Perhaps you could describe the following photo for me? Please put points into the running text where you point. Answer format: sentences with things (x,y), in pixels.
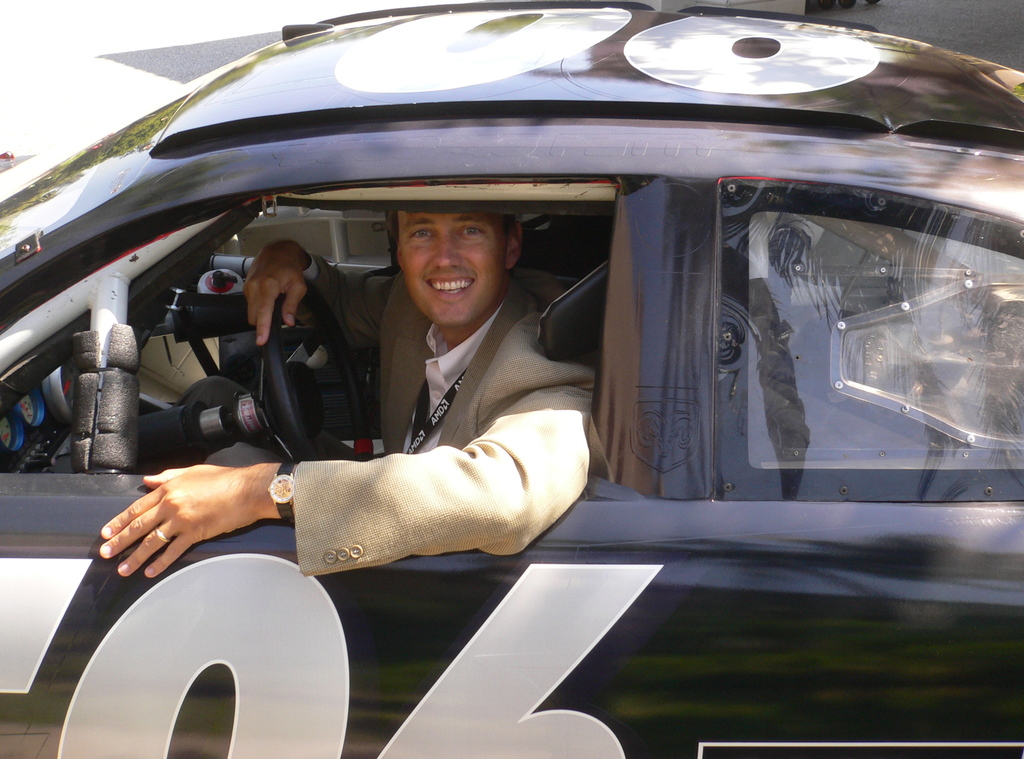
This is the picture on the road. There is a person (354,308) sitting inside the black car (397,159) and he is smiling and he is holding the steering (245,406).
